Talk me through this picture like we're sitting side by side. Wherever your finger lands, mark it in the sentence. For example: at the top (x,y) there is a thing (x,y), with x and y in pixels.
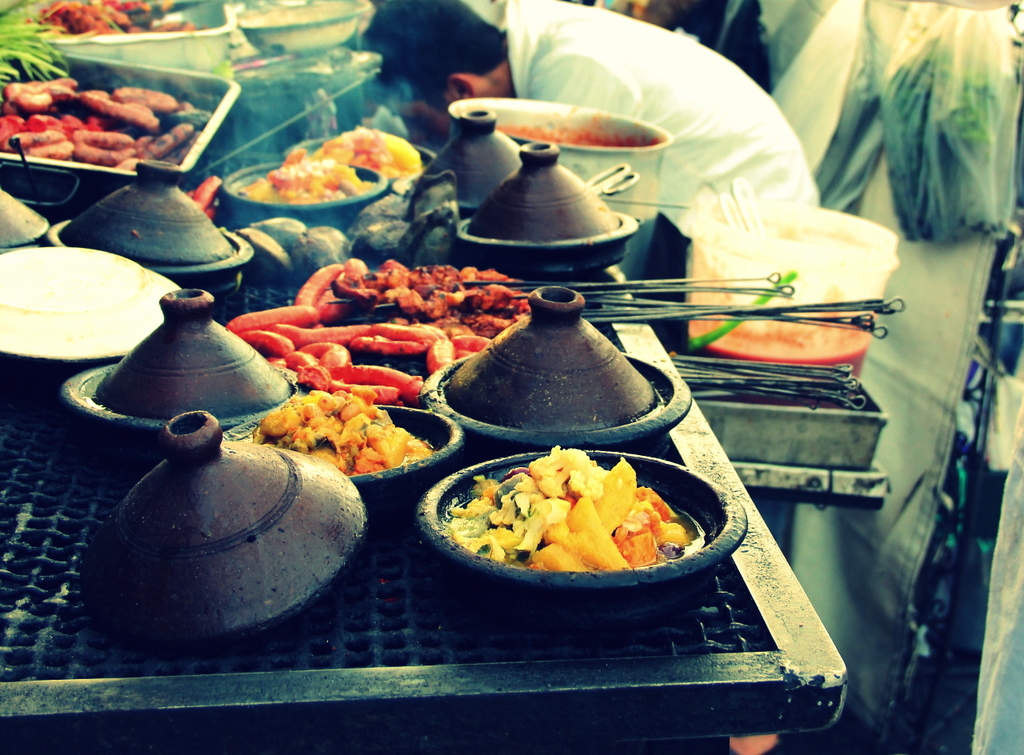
In this image we can see many utensils (204,357) and food (313,377) on an object (419,370) at the left side of the image (328,345). There is a person (747,175) at the right side of the image (734,178). There are few objects (972,202) at the right side of the image (1011,313).
